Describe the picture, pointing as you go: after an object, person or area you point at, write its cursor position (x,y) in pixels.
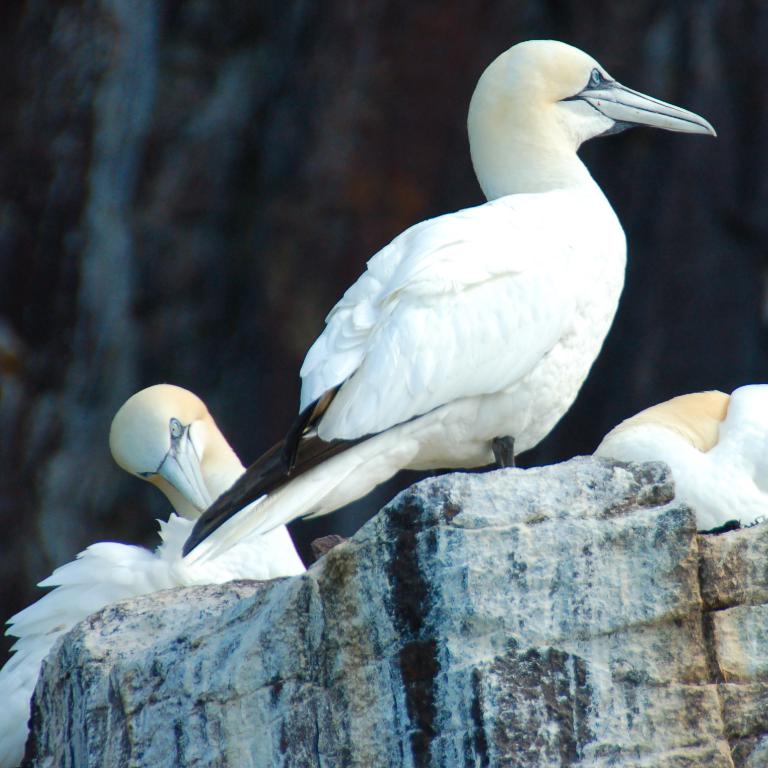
In the center of the image (454,466) we can see birds (712,467). At the bottom (113,668) there is a rock (418,667).
